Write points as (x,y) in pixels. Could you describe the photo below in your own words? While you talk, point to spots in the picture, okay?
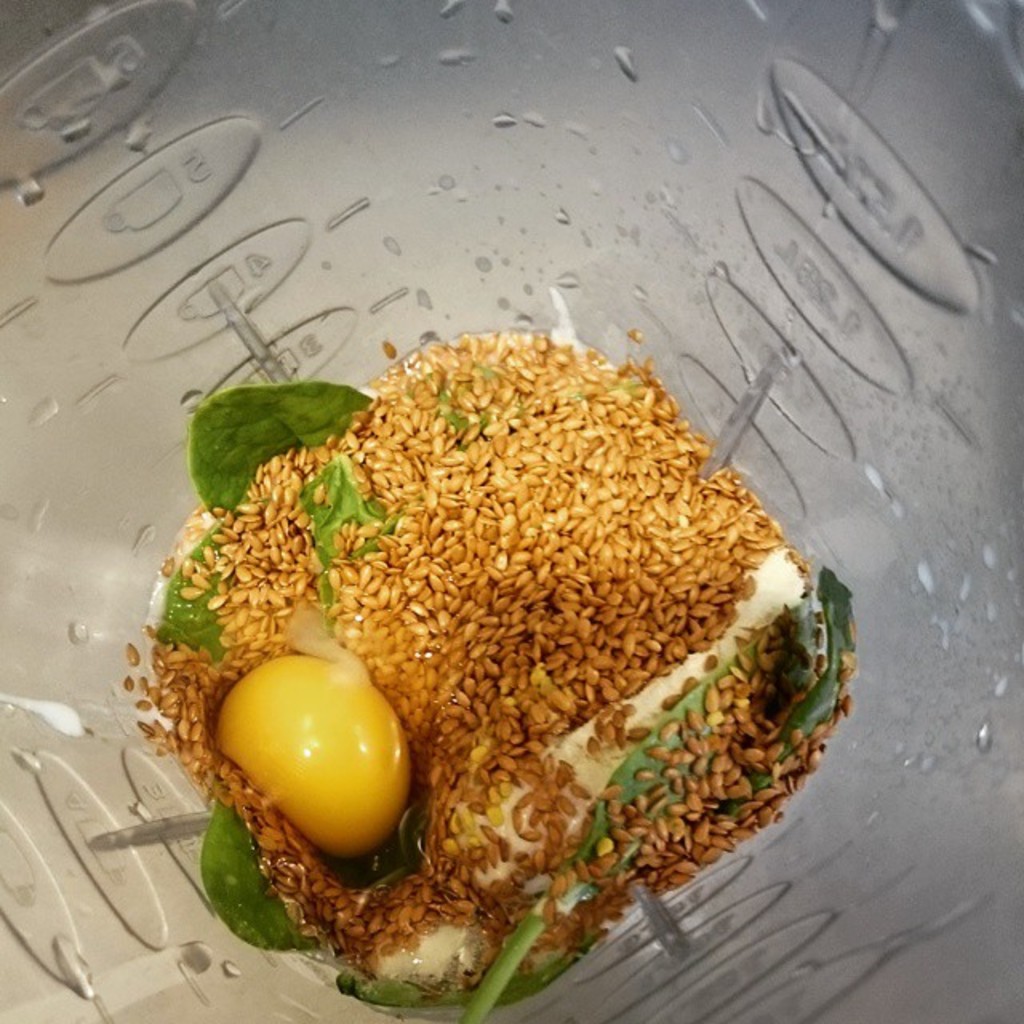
In the picture we can see a glass jar (733,947) with some grains (367,910), spinach leaf (405,830) and some vegetable (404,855) and to the jar (432,230) we can see some water droplets (453,192).
